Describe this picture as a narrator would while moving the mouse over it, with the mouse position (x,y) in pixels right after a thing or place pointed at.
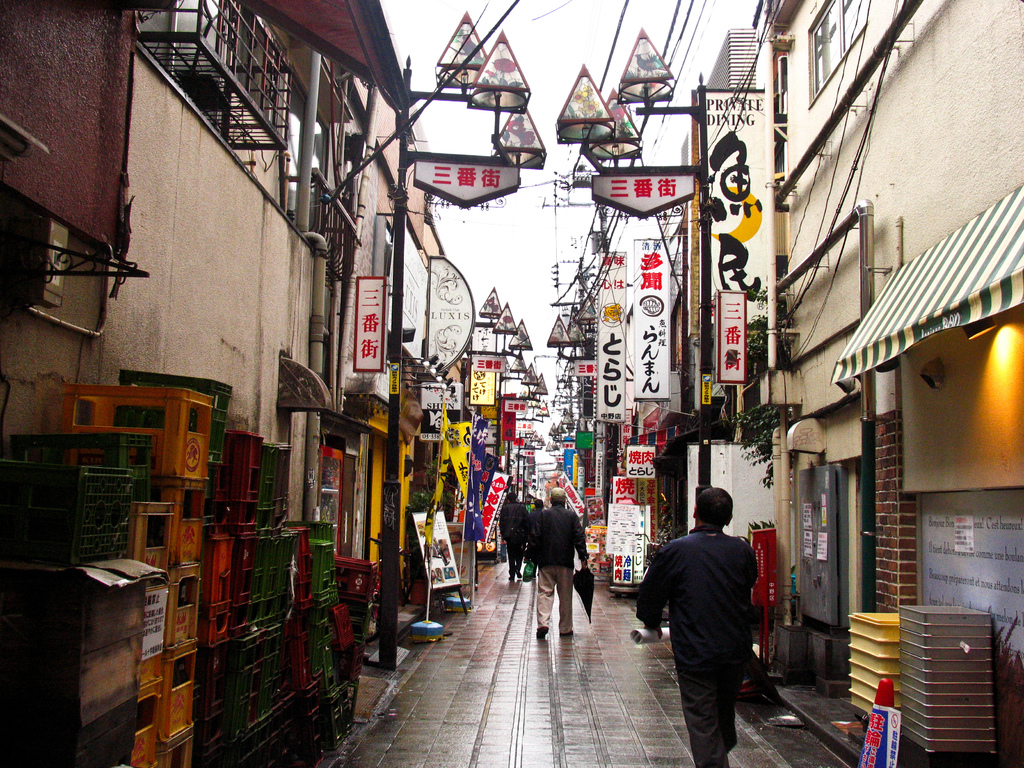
This image is taken outdoors. At the bottom of the image (535,730) there is a floor (543,689). On the left (293,419) and right sides of the image there are many buildings (261,309). There are many pipes (872,390). There are many boards (614,326) with text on them. There is a flag (443,485) and there are many objects (248,523). In the middle of the image (556,509) a few people (537,550) are walking on the floor (536,598).
